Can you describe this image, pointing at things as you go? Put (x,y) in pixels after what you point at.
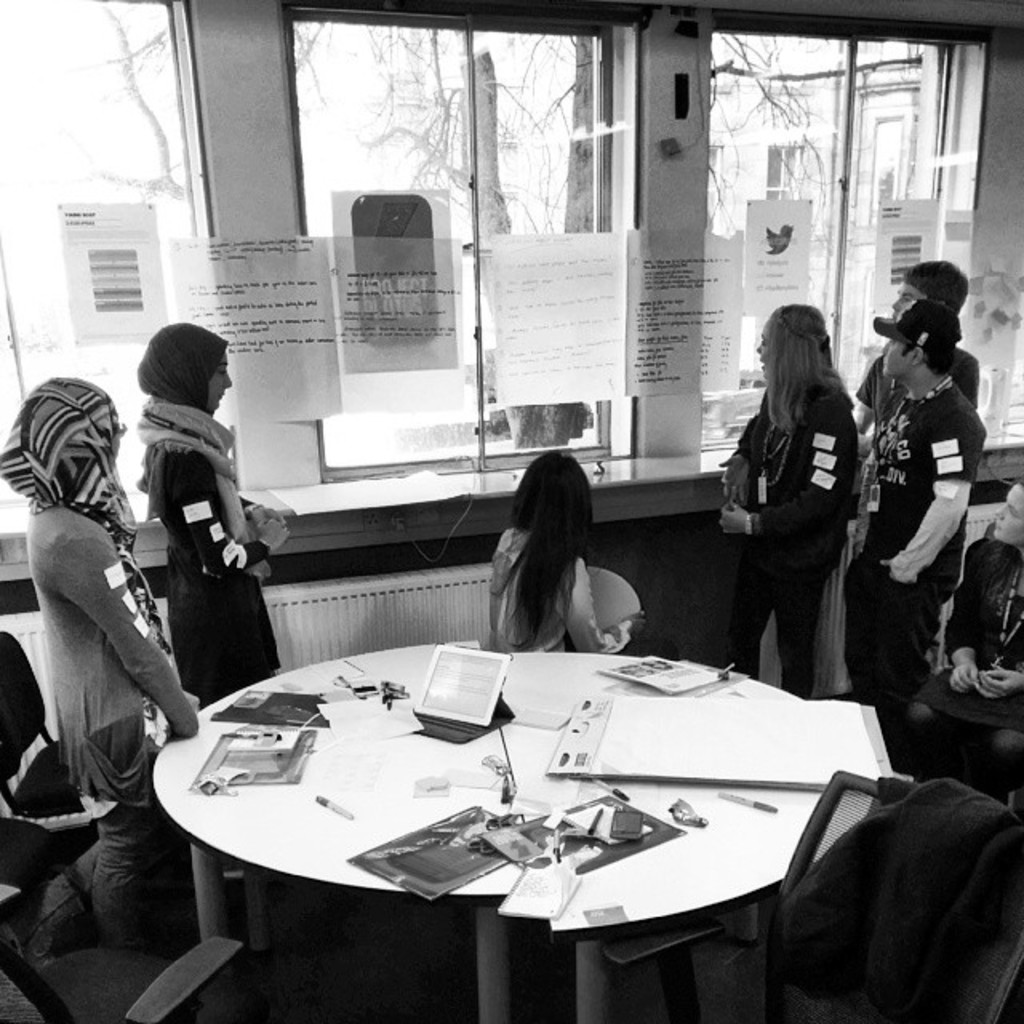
In the image we can see there are people (911,453) who are standing and on the table (692,861) there are papers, pen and ipad (485,673).
